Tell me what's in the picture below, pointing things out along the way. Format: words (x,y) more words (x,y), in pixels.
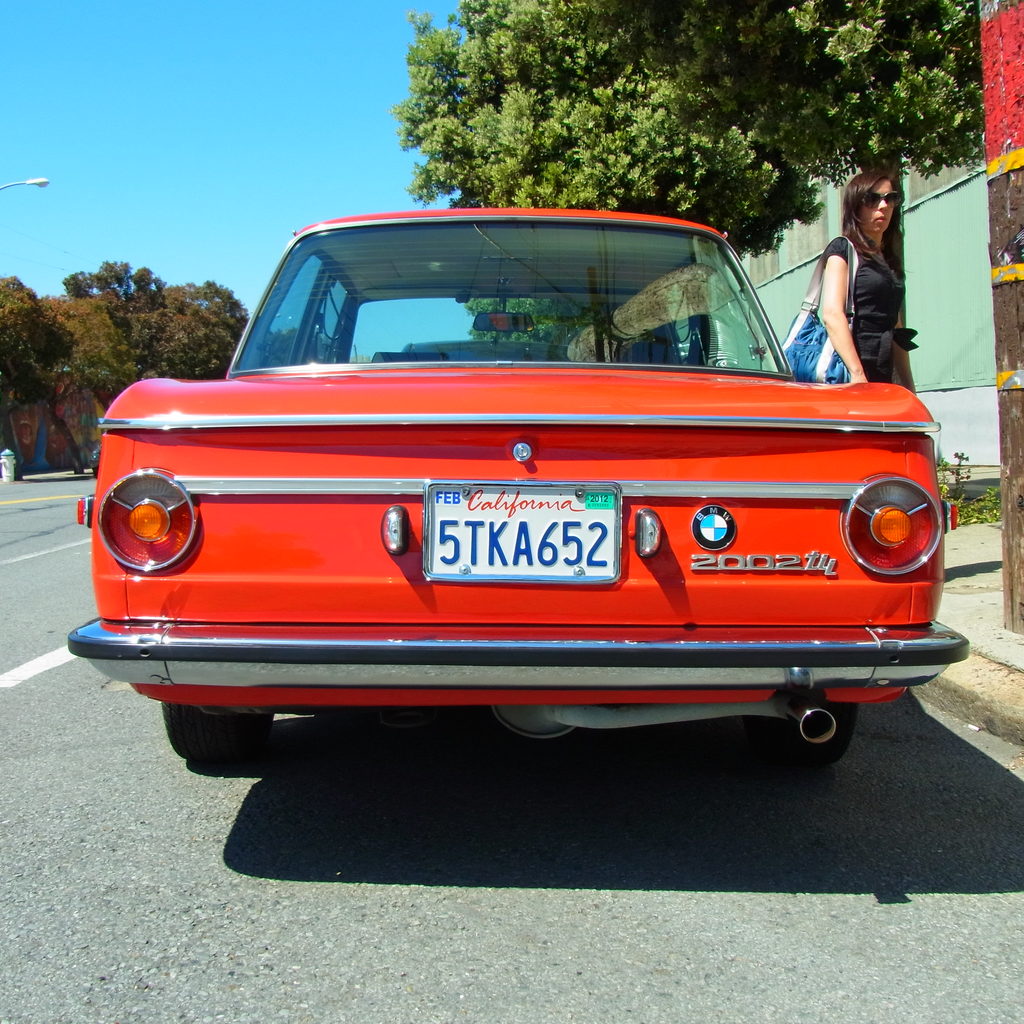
In this image we can see there is the car (498,504) on the road (430,809) and there is the person (866,362) walking. And there are trees (185,302), walls (976,271) and the sky (241,288). And there is a white color object (36,184).
